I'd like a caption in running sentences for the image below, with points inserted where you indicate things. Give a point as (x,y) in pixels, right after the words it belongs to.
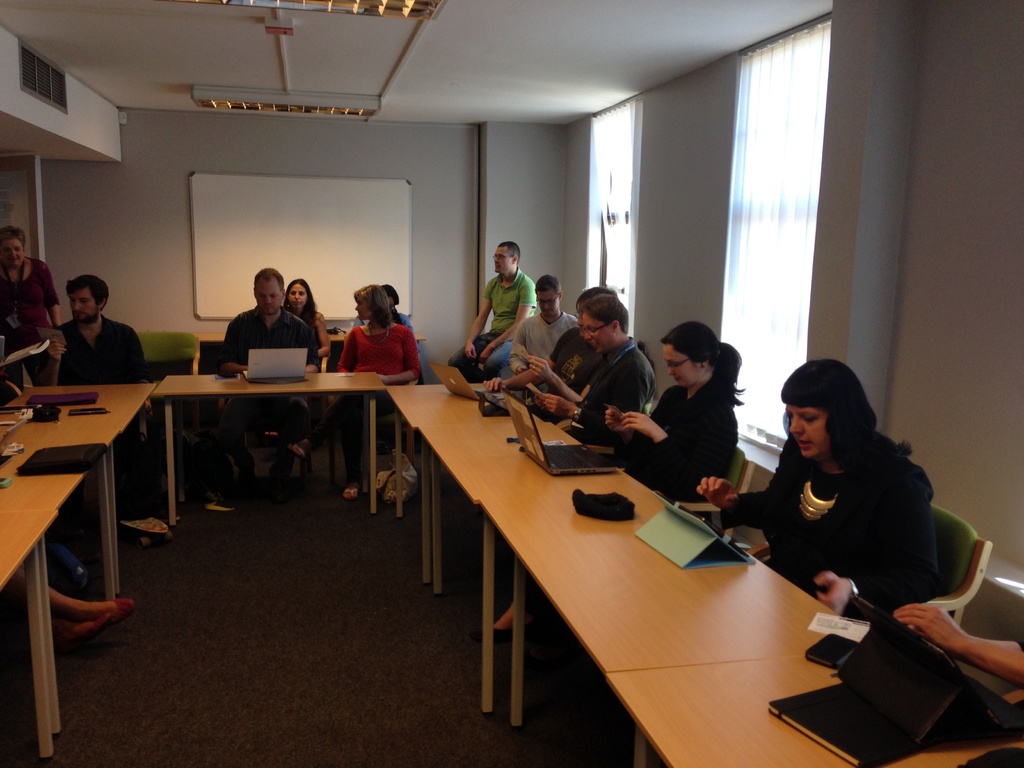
In this image there are group of people (788,506) sitting on the chair (987,569). In front of the people (810,563) there is a table (560,557) on table (532,476) there is a laptop (533,432). At the background (458,245) we can see a wall (434,237) and a board (294,263).
